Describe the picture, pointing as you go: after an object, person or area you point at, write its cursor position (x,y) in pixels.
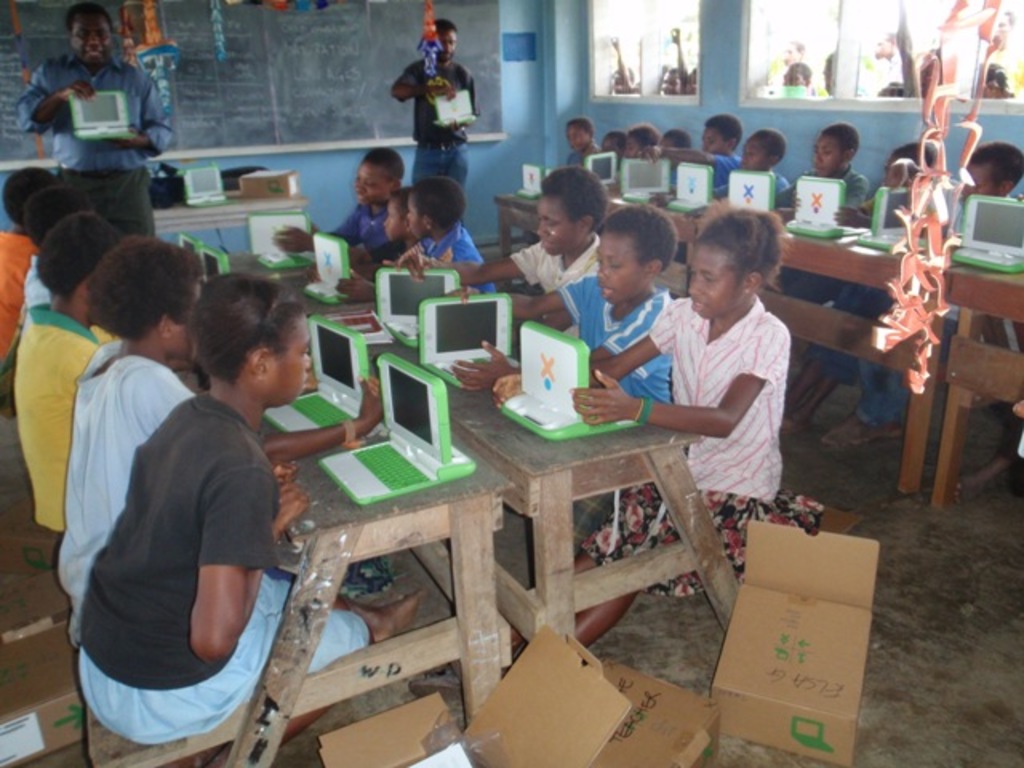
Picture of a classroom (817,337). This children (698,472) are sitting on a chair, in-front of them there is a table (562,481), on a table (420,528) there is a laptops (401,401). Blackboard (379,85) is attached to a wall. This 2 persons (93,152) are standing and holding a laptop (467,115). Beside this tables (533,479) there are card boxes (771,658). Outside of the window (848,66) many persons (989,71) are standing.
